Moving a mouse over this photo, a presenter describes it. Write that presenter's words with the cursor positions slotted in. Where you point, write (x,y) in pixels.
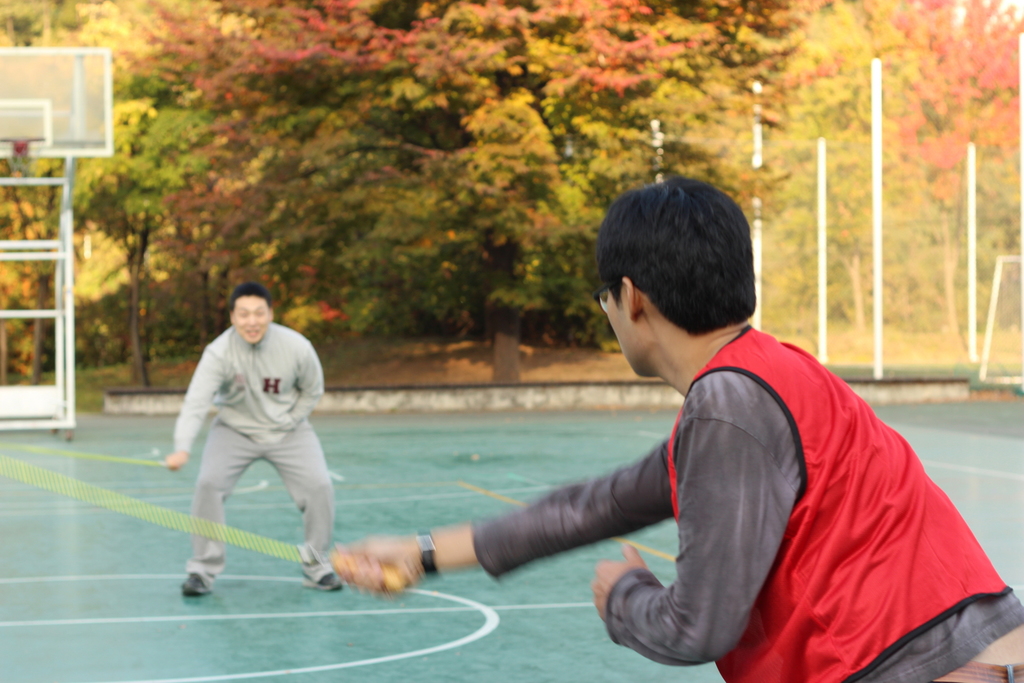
In this image there are two persons (907,511) standing and holding the handles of the skipping rope (293,549), and at the background (139,29) there is a basketball net (99,153), poles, trees (904,123).
